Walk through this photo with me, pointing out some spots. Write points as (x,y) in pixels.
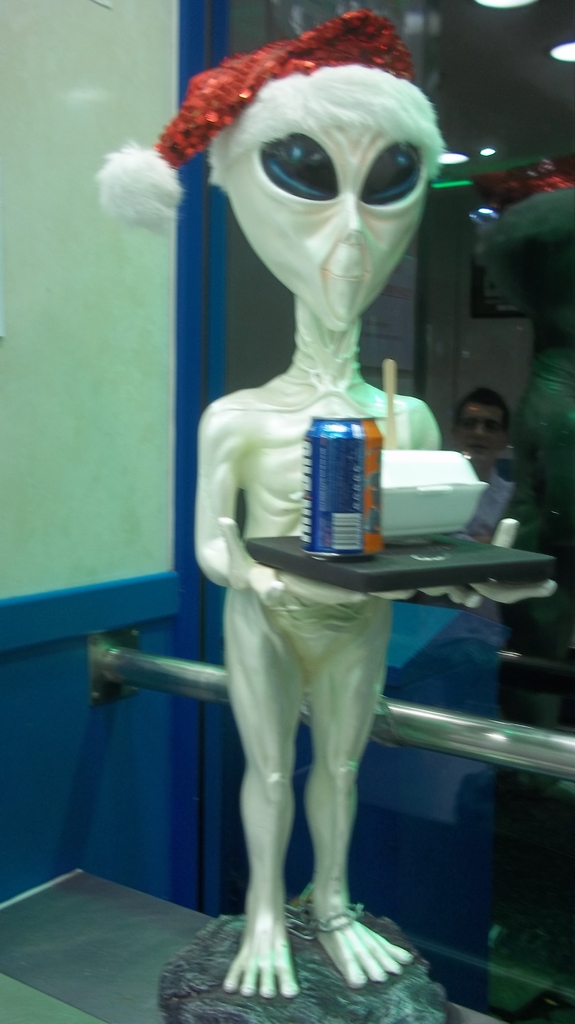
In this image there is a sculpture (315,216) that resembles a person, the sculpture (314,209) is holding an object (385,547), there is a wall (95,402) truncated towards the left of the image (87,53), there is a metal rod (406,717) truncated towards the right of the image (533,744), at the background of the image (484,383) there is a glass (497,187), there is a person (498,436) visible on the glass (463,378), there are lights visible on the glass (486,429), there is a light (561,50) truncated towards the right of the image (561,58), there is a light (514,1) truncated towards the top of the image (497,7).
